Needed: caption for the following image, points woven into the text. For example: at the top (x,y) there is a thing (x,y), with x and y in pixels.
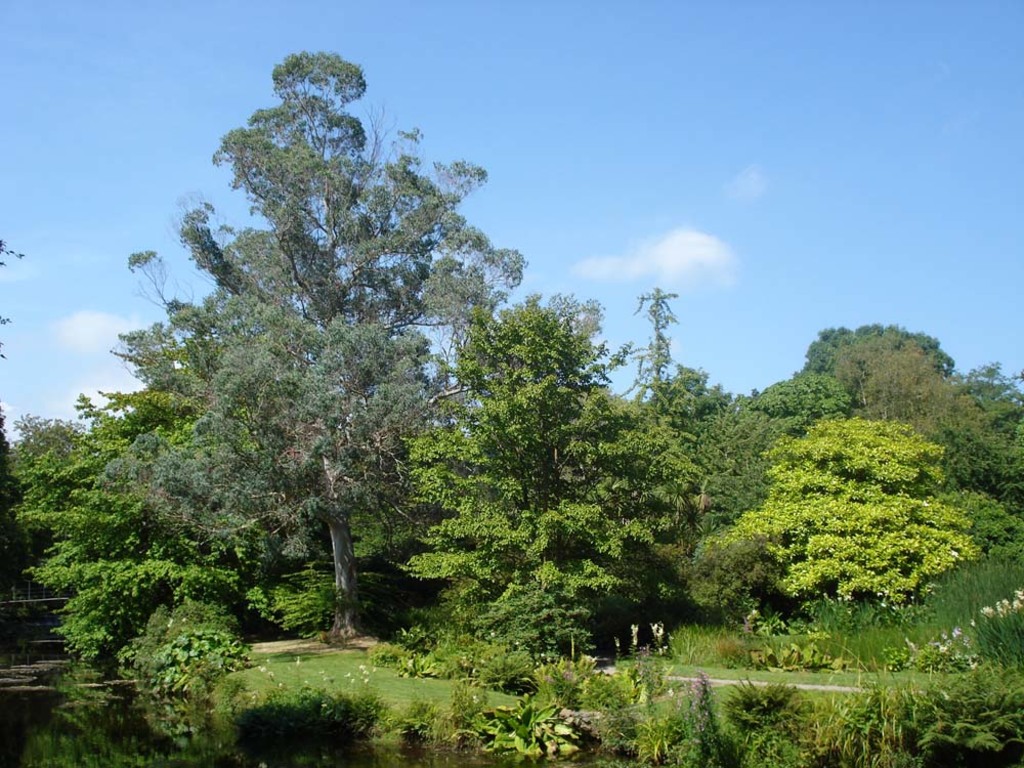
This image consists of trees (596,469) in the middle (479,469). There is sky (477,62) at the top (625,54). There are bushes (482,633) at the bottom (712,737). There is water (106,722) in the bottom left corner (97,733).
